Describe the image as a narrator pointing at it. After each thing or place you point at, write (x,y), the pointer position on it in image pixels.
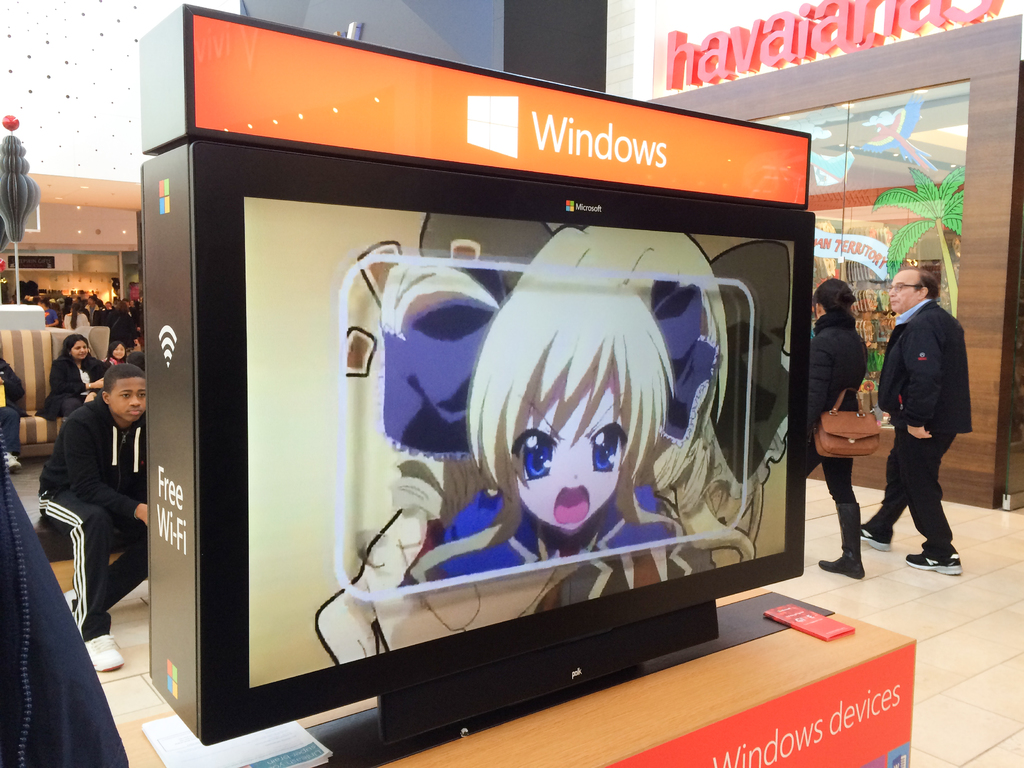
In this image in the front (316,464) there is a monitor (545,481) and on the monitor (518,437) there are some text (165,491) written on it and there is the images (560,439) of the cartoon (550,430) displaying on the monitor (580,531). In the background (131,398) there are persons (93,378) sitting and walking. On the right side (822,124) there is a glass (844,145) and behind the glass (871,145) there is a tree (915,195) and on the top of the glass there is some text (801,29) written on it. In the background (63,253) there are persons (82,309) and there is a wall (90,234) and there is a pole (16,188).
